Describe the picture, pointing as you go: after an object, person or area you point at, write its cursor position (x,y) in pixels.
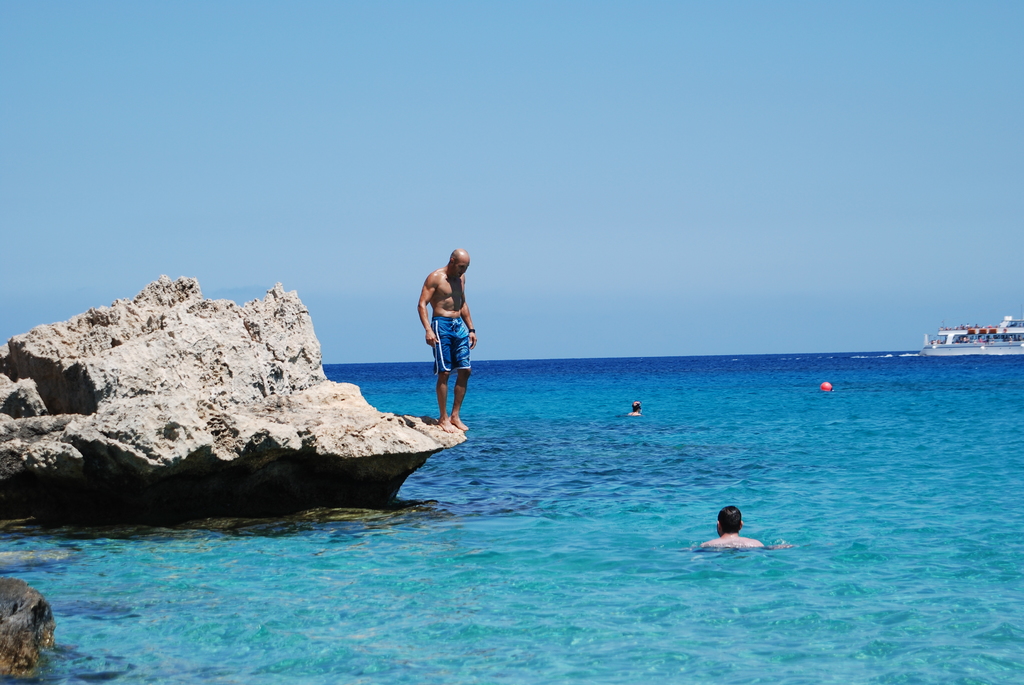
In this image there is the sky (959,318), there is a sea (683,510), there is rock (336,438) truncated towards the left of the image (171,371), there is a person (449,291) on the rock (423,427), there are persons (635,415) in the sea (713,463), there is a ball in the sea (820,398), there is a ship (959,339) truncated towards the right of the image (965,339).
